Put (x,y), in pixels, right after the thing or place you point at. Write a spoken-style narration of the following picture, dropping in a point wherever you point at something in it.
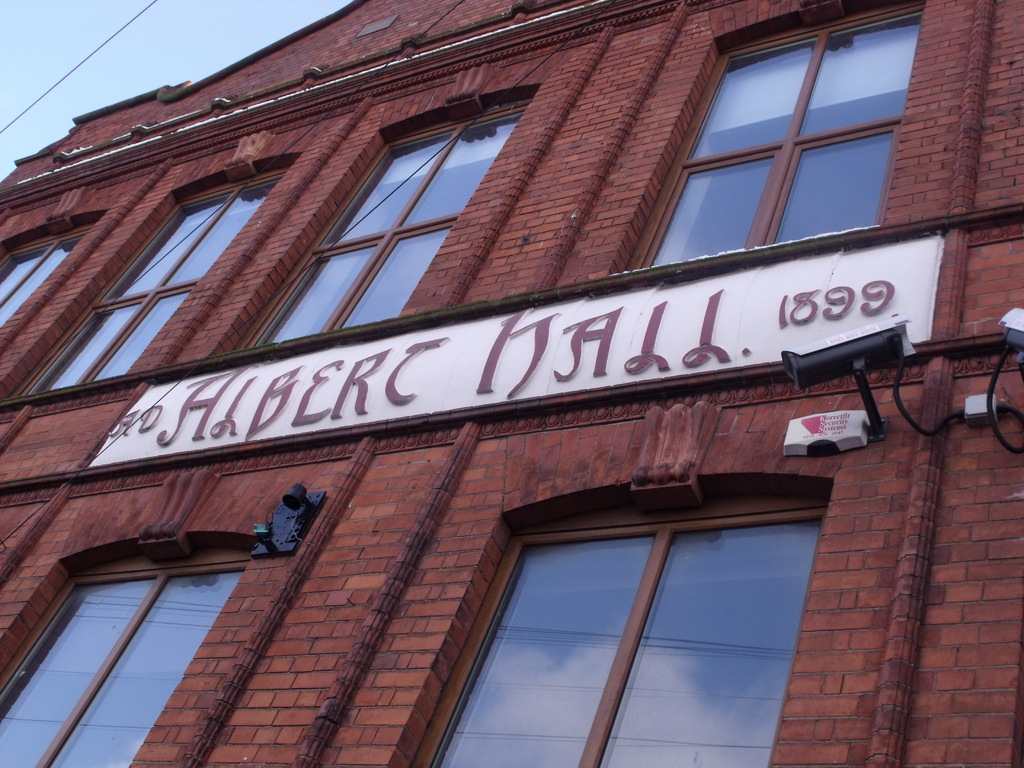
In this image we can see building (242,630) with glass windows (788,203). We can see camera (880,347) and board (593,380) is attached to the building (471,437).
